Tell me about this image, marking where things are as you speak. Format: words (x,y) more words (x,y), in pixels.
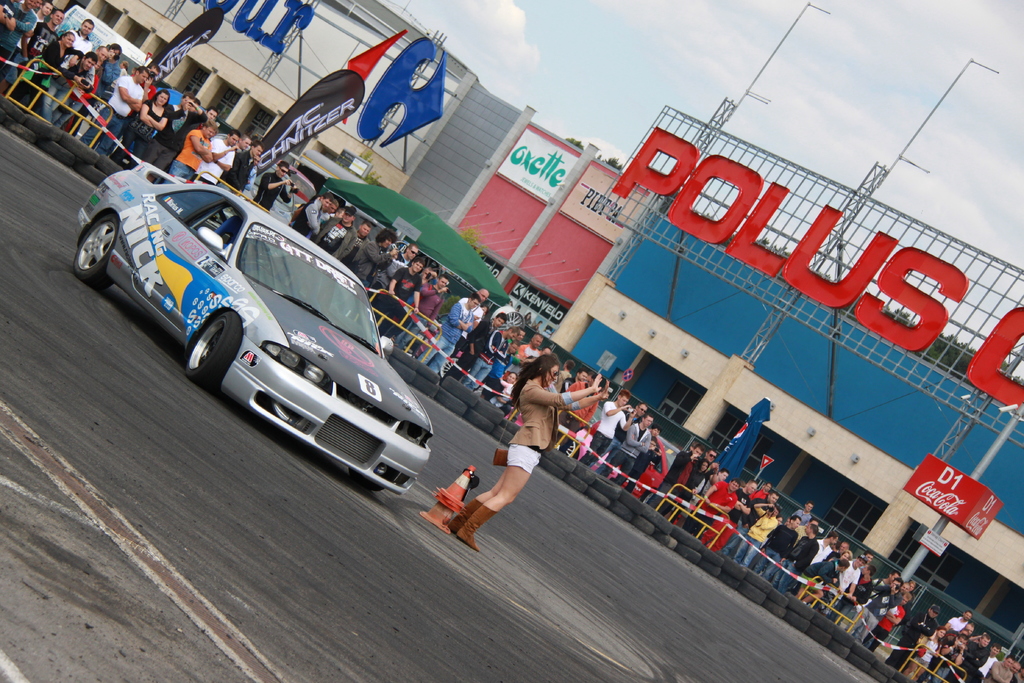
In this image there is a car (309,353) on the road (232,408). Beside the car (273,342) there are safety cones (467,481). In the background (207,158) there are so many spectators (228,177) who are standing near the boundary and watching. There are tires (669,537) near the boundary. On the right side (764,249) there is a hoarding (809,289) to the building (749,348). At the top (683,62) there is the sky (683,62).
